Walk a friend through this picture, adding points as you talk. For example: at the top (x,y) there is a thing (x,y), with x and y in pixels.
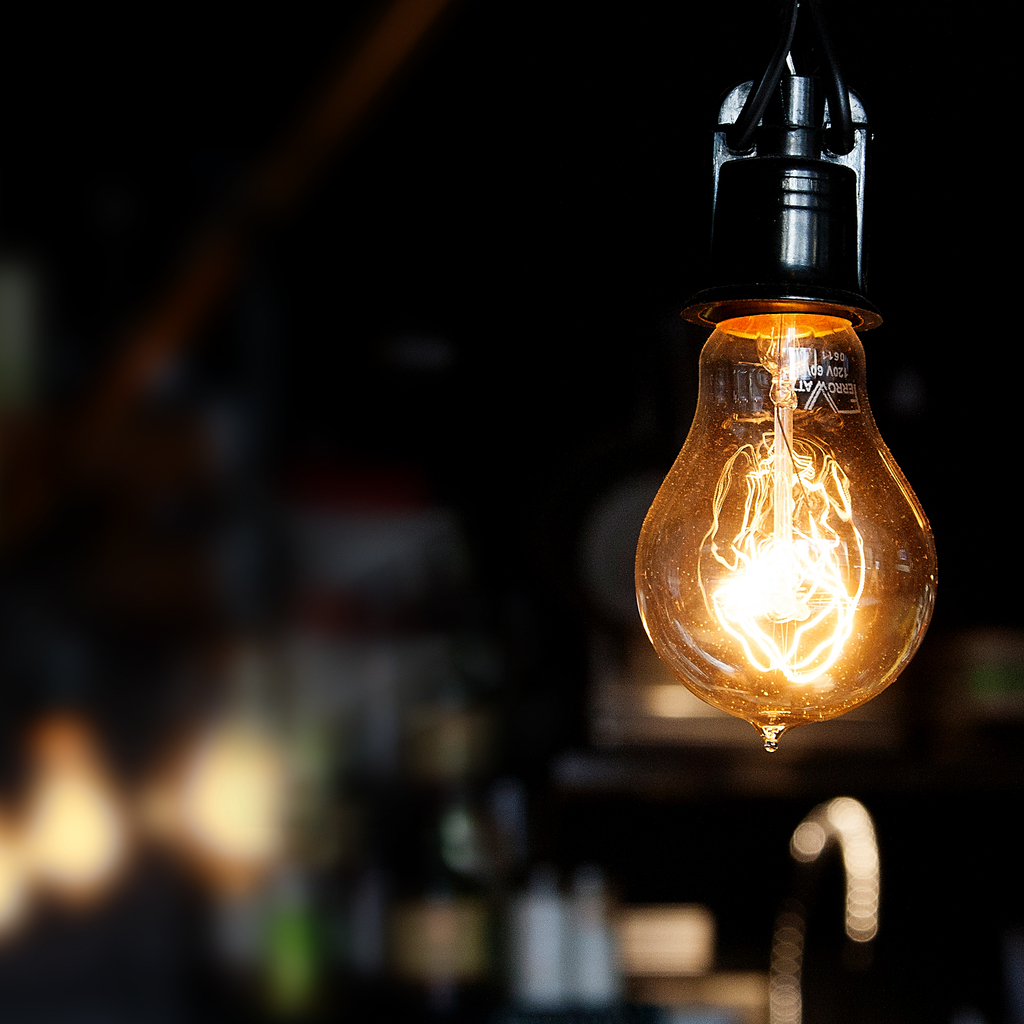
In this image there is a bulb (807,517) which is glowing. In the background (470,715) there is blur.
